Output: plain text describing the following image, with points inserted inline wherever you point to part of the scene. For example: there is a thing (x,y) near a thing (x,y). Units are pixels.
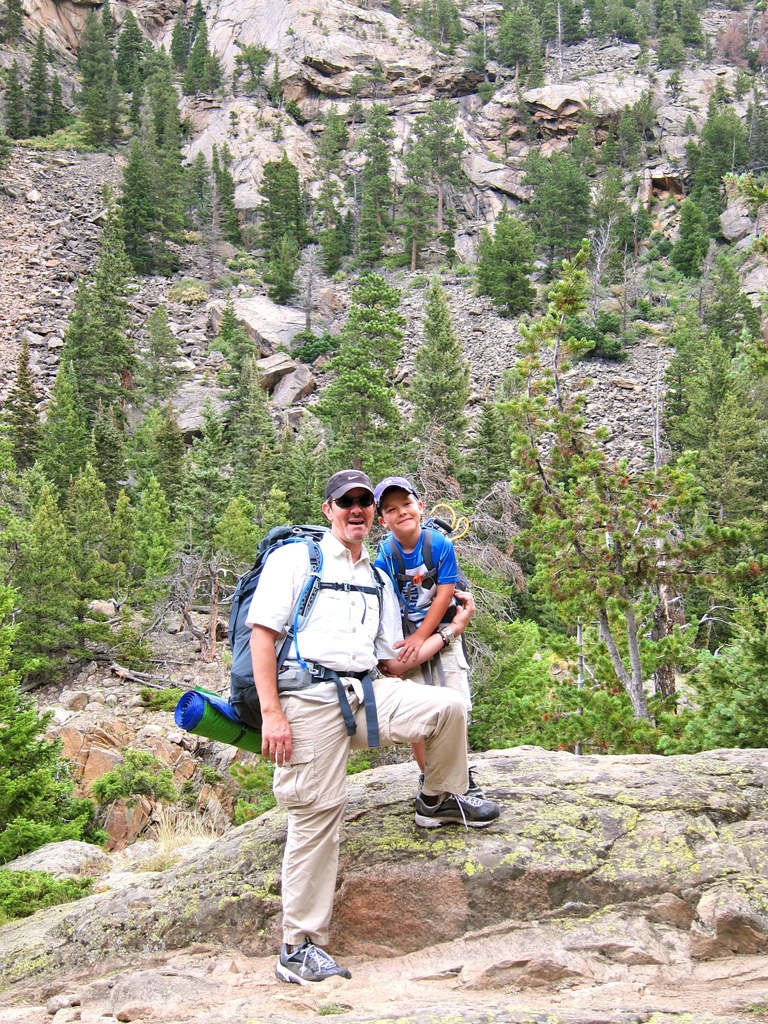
in this image i can see a hill (269,402), on the hill (217,298) there are some trees (163,479) and there are the some rocks (274,323) and there are two persons (387,615) standing on the hill (374,882). one person (336,837) wearing a backpack (296,530) and wearing a hat (366,486), beside him there is a boy (425,537) with blue color shirt (421,589), wearing a cap (397,490) on his head (399,497).
